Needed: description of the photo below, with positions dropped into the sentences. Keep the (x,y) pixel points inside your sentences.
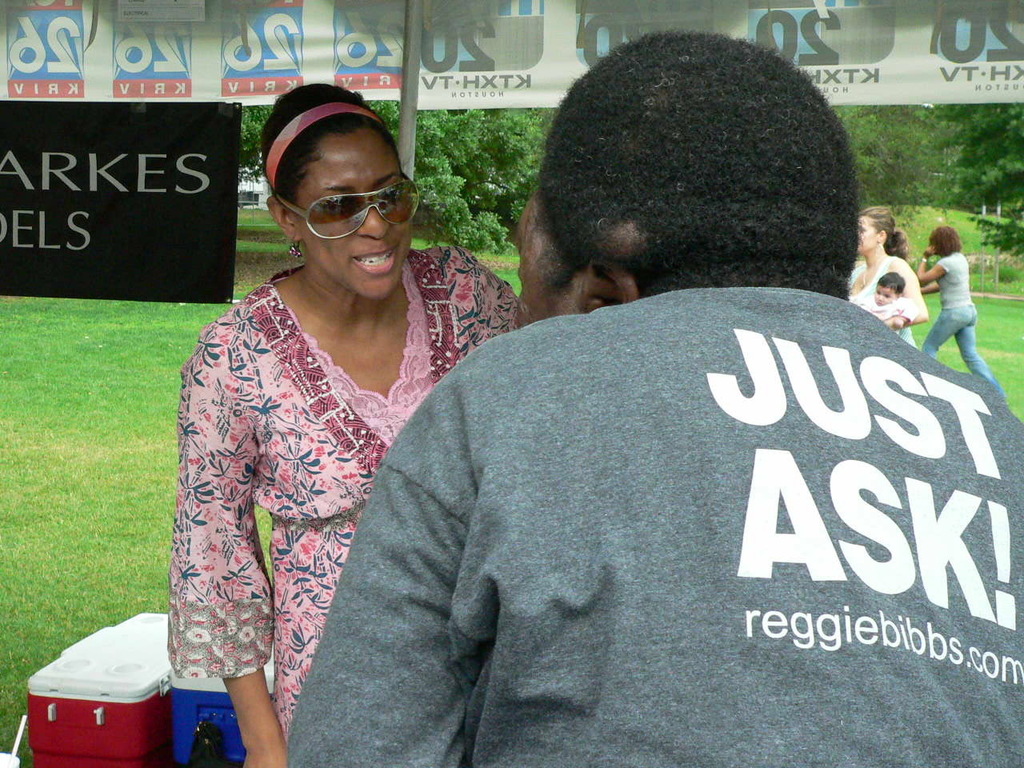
In this picture we can see a group of people (552,441) standing and a person (946,336) is walking on the grass (919,335). Behind the women (240,596) there are plastic containers (111,698), banners (103,204), a pole (407,35) and trees (986,204).
